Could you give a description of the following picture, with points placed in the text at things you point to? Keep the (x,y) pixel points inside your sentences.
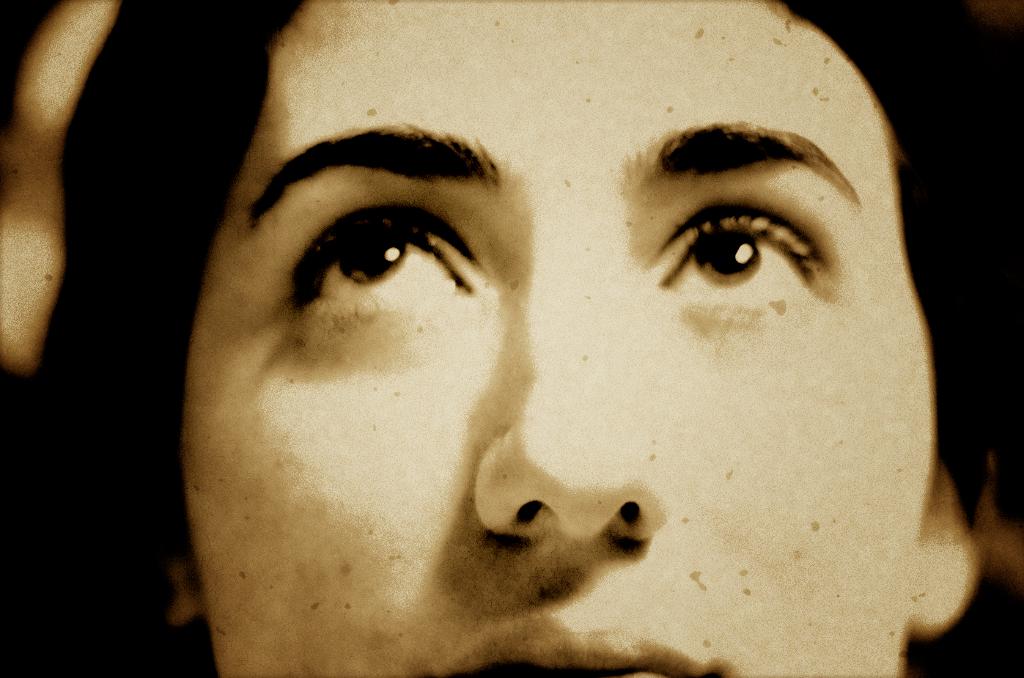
In this image we can see a person's face (432,331).
